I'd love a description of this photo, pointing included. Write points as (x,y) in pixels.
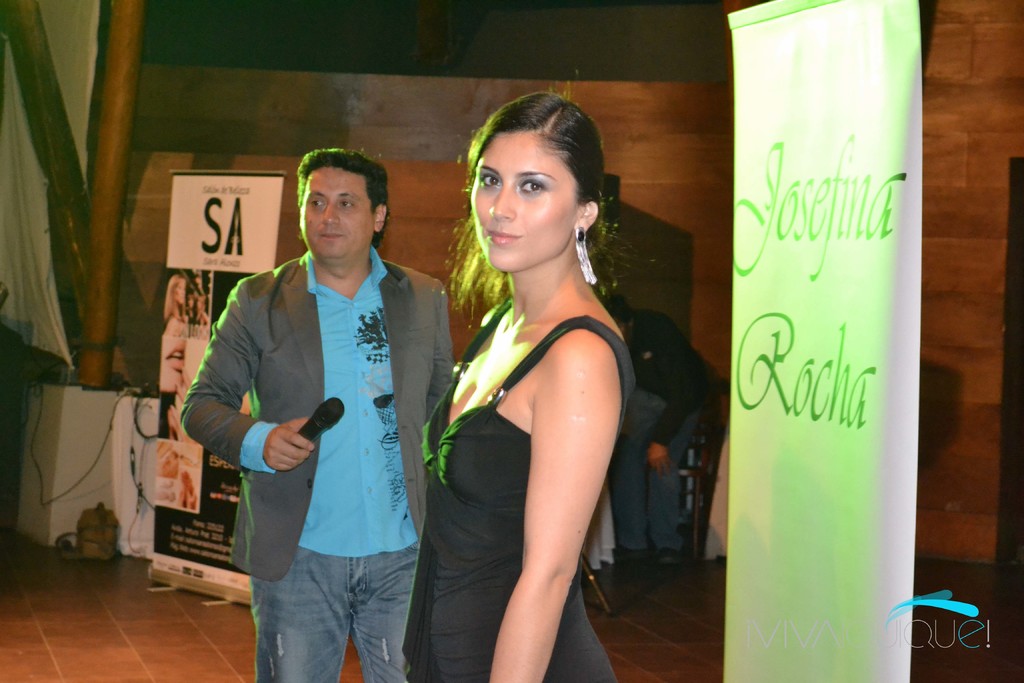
In this picture we can see there are three persons (417,442) standing on the floor (72,635). A man (277,464) is holding a microphone (329,417). On the right side of the woman (494,369) there is a banner (791,565). Behind the two persons (465,420), there is another banner (180,452), cables (149,434), wall (254,123) and some objects (78,414). On the image there is a watermark (821,626).
